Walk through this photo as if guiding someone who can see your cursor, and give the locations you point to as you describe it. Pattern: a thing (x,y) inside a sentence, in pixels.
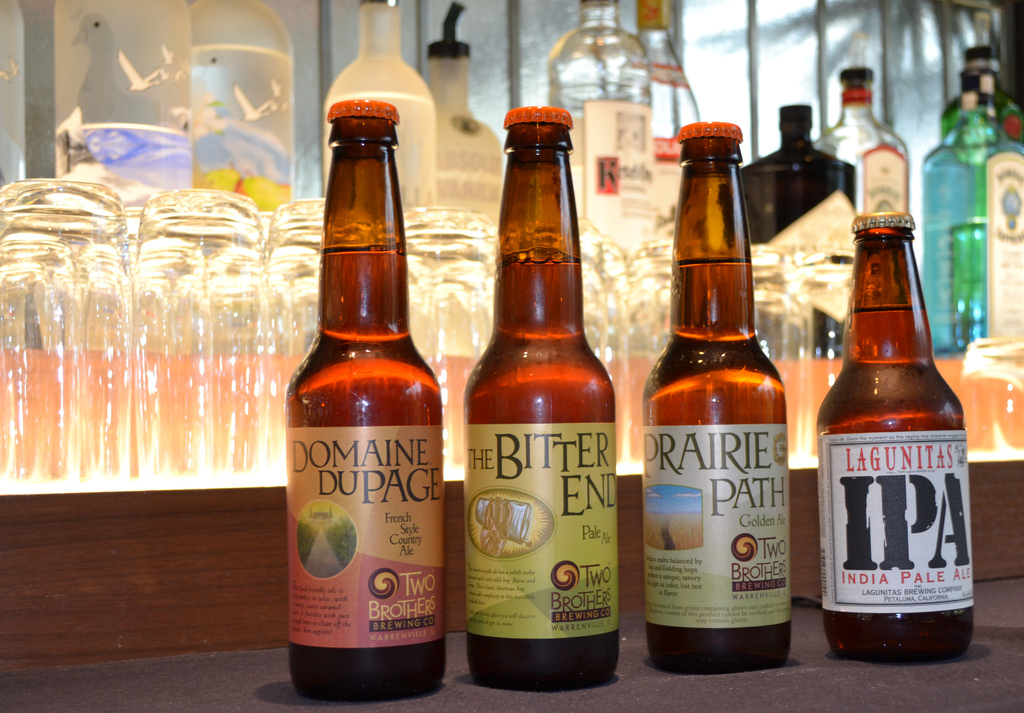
As we can see in the image there are bottles (376,461) and glasses (181,335).
